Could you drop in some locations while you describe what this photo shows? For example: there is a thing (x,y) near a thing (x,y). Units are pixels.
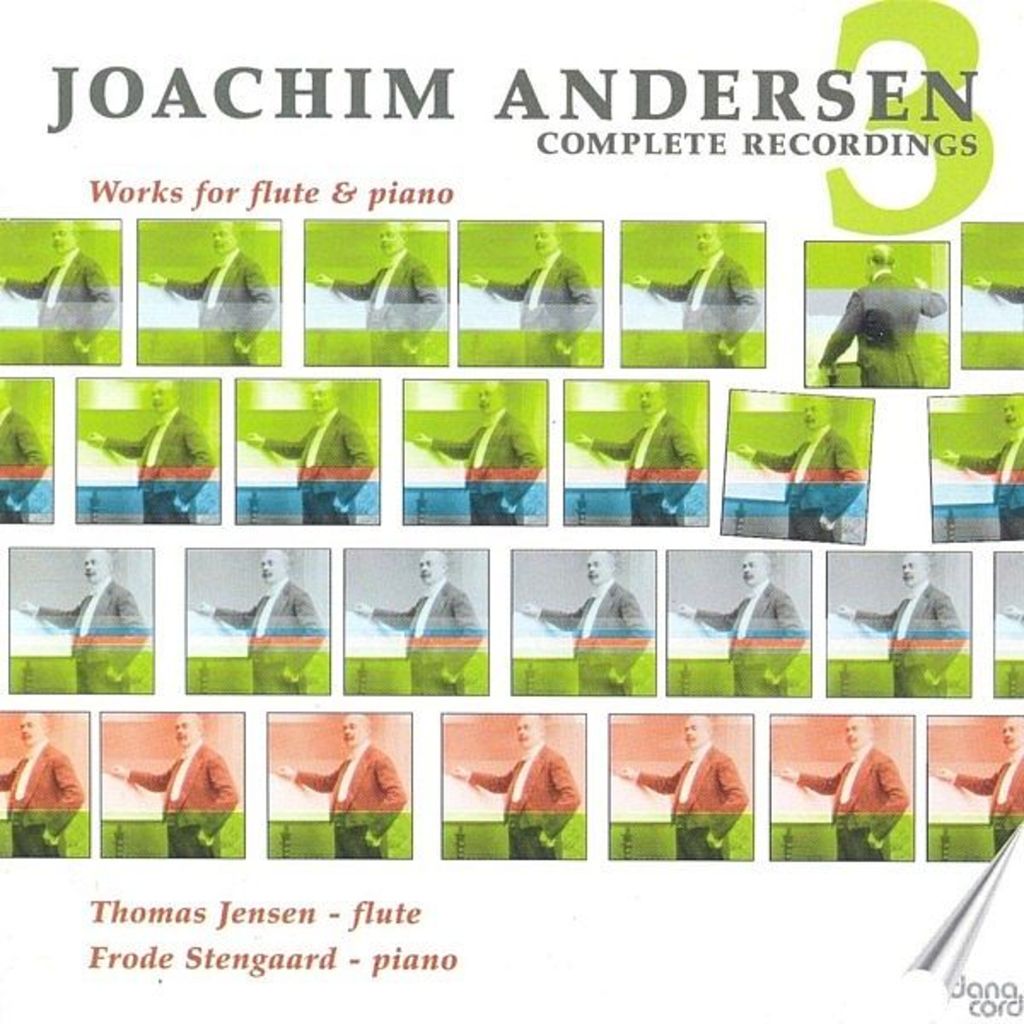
This is a poster (323,519) in this image there is one person (403,353) who is standing, and at the top (151,97) and bottom of the image (180,959) there is some text (303,959).
